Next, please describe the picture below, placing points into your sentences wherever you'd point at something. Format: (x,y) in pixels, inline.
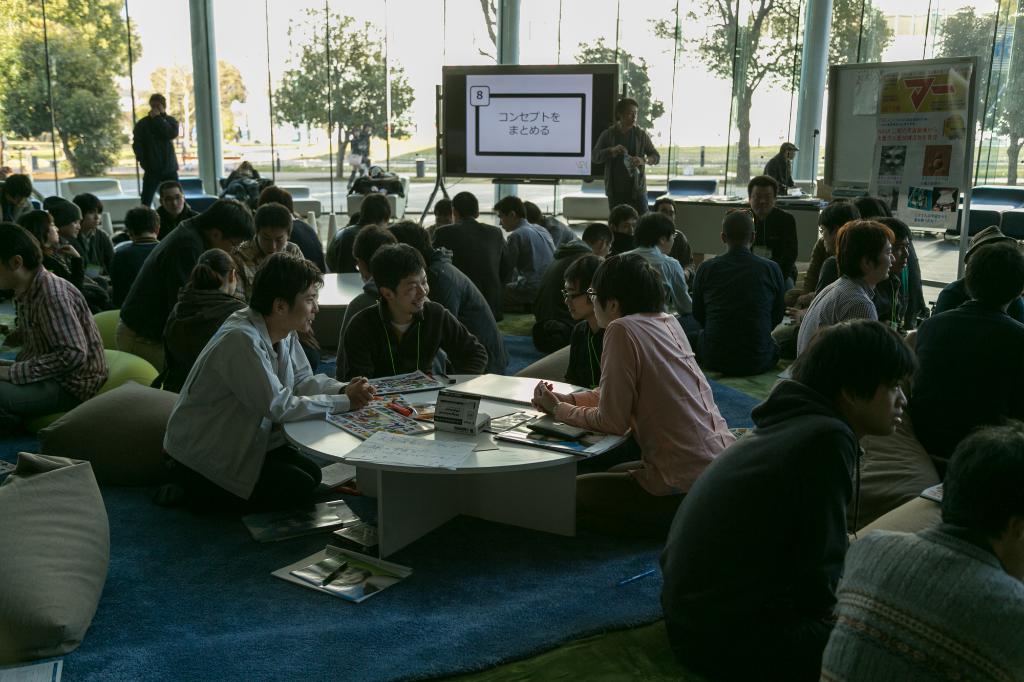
In this image there are group of people (271,217) sitting around the table (309,444). There are papers (349,424), books (548,436), pens (400,414) on the table (336,430). In the middle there is a screen (552,144), at the right (906,128) there is a board (901,203), at the back (335,80) there are trees (101,83) outside the window (390,52).
